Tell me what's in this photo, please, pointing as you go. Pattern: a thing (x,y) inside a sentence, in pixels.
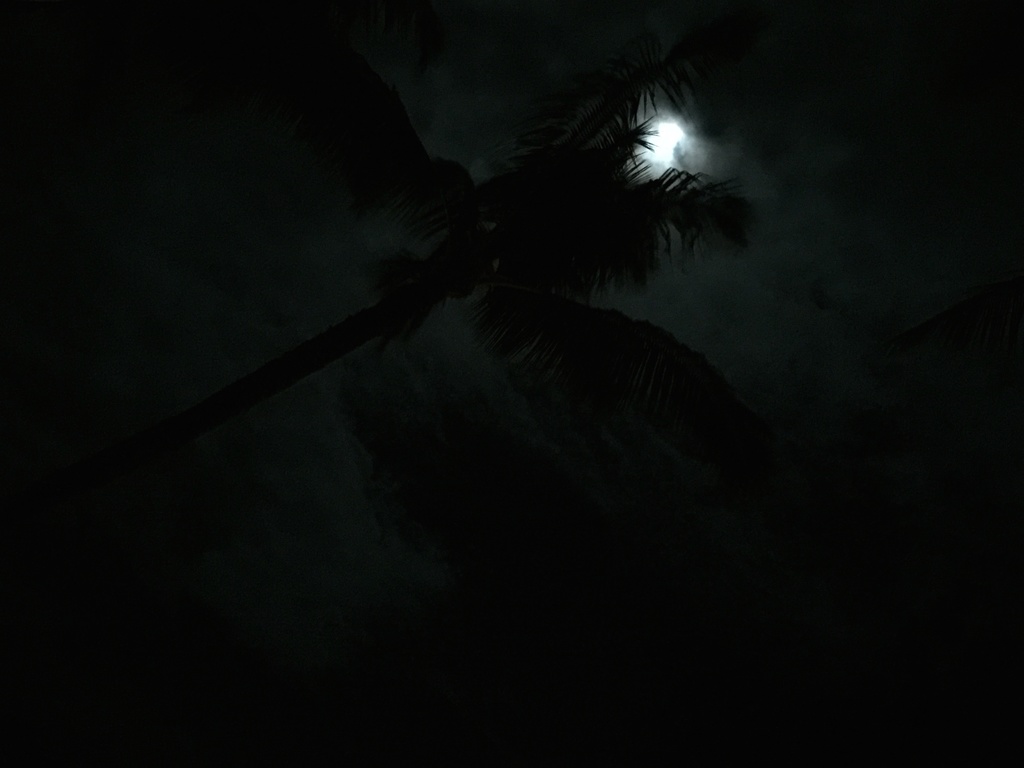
In this picture we can see a tree (587,259) on the left side (332,153). We can see the moon (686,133) in the sky (720,138). There is the dark view in the background (731,497).
